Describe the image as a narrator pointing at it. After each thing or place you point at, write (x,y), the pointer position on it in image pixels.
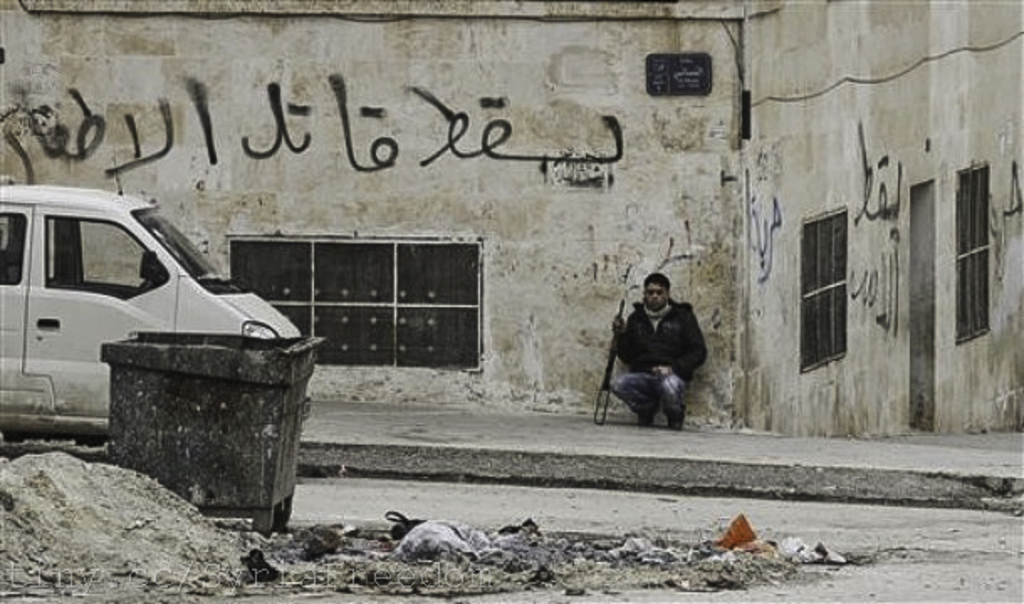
This is a colour image, there is a man (681,326) with sitting in front of building (452,277) on the footpath (343,473), on the left side (122,242) there is a van (45,367) behind the dustbin (202,447) on the road (966,522).
